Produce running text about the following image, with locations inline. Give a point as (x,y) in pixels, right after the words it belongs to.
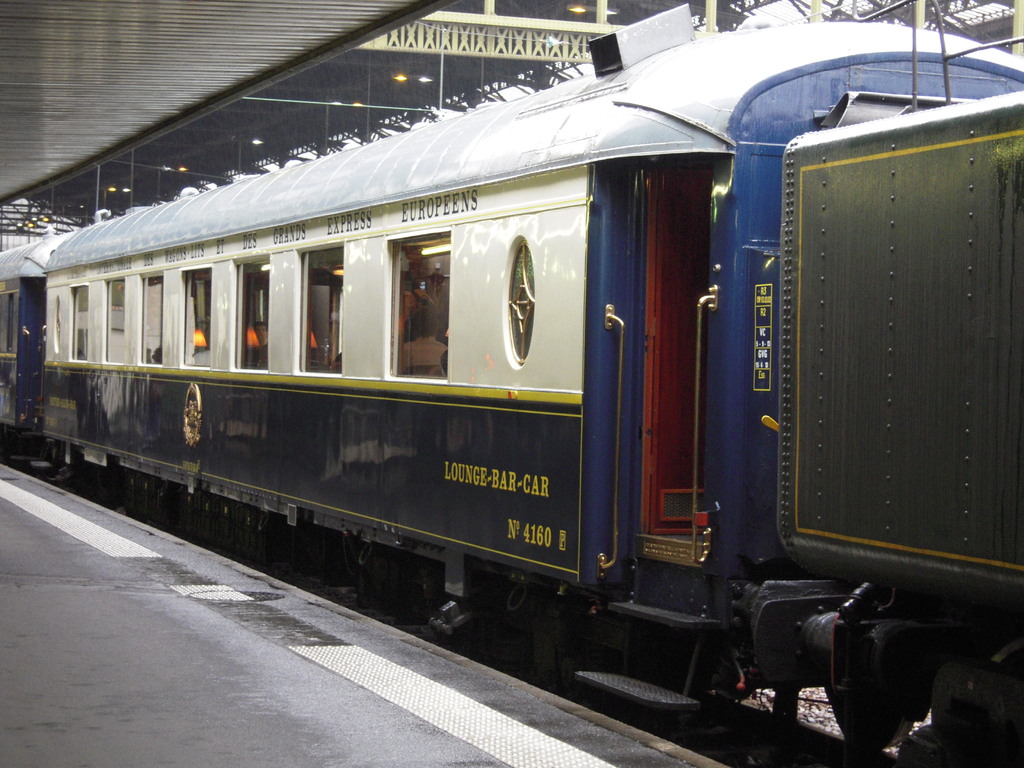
The picture is clicked in a railway station (6,215). In the center of the picture (654,261) there is a train (362,410). At the bottom (375,731) it is platform (174,612). At the top (315,112) there are lights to the ceiling (329,65).
